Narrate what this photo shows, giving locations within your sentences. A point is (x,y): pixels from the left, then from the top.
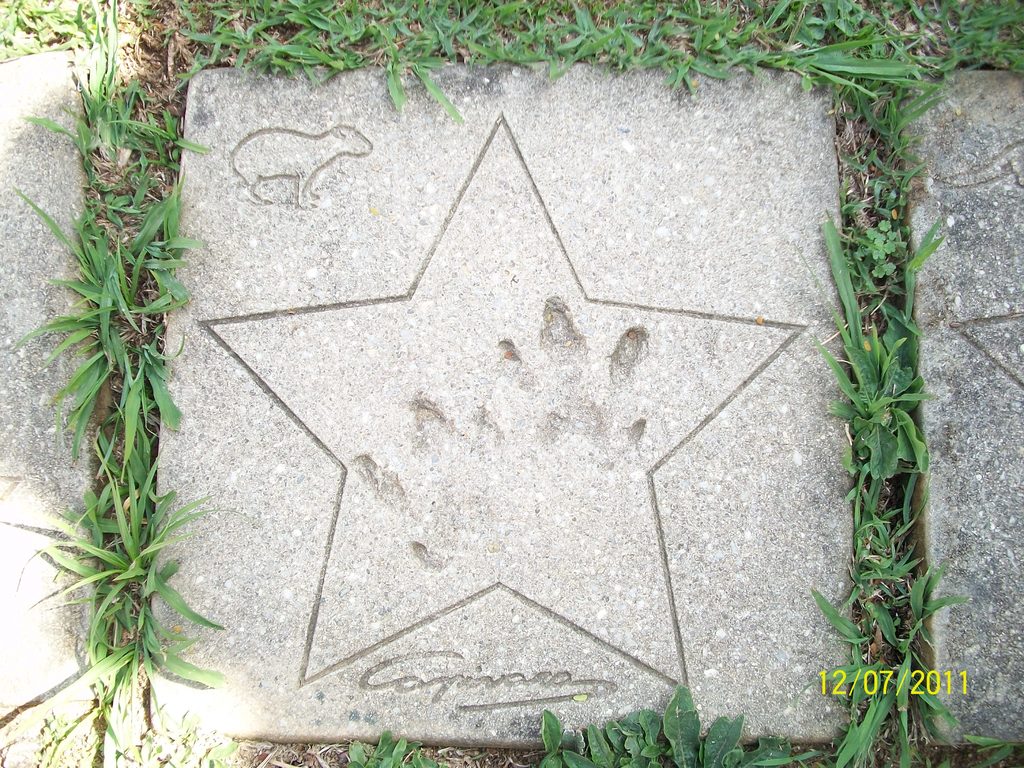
In this picture there is a stone tile (717,349) on the ground (853,561). In four sides of the stone (738,681), there is grass (635,32). On the stone (457,504), there is a star (567,371), fingerprints (563,323) and an animal (354,138) engraved on it.
